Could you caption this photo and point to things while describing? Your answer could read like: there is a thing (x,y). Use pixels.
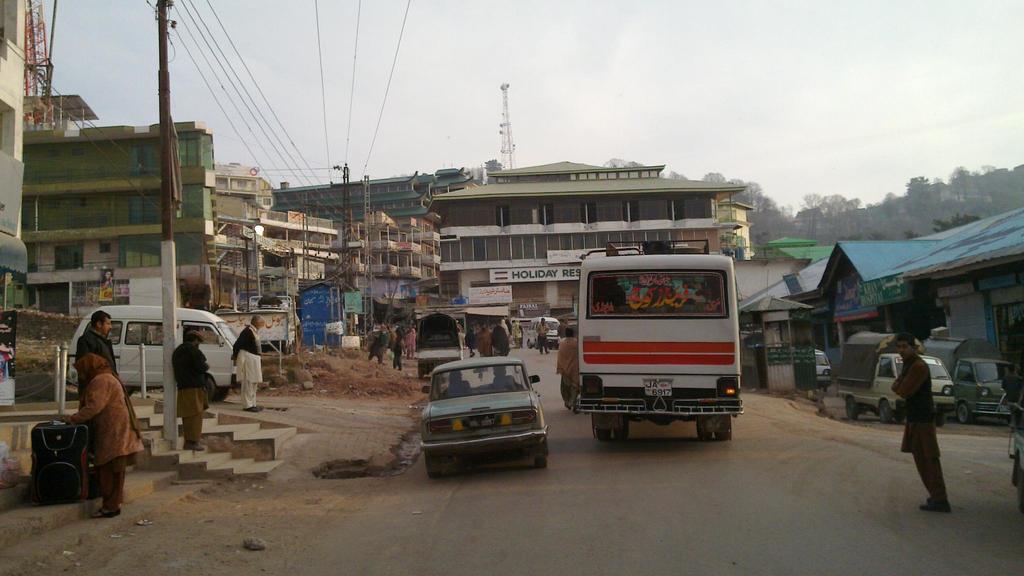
In this image we can see vehicles (423,363) are moving on the road (770,457), we can see these people (89,388) on the side of the road (950,485). Here we can see current poles (166,214), wires (246,105), houses (964,288), buildings (411,205), towers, trees (755,213) and the sky (607,124) in the background (441,82).
